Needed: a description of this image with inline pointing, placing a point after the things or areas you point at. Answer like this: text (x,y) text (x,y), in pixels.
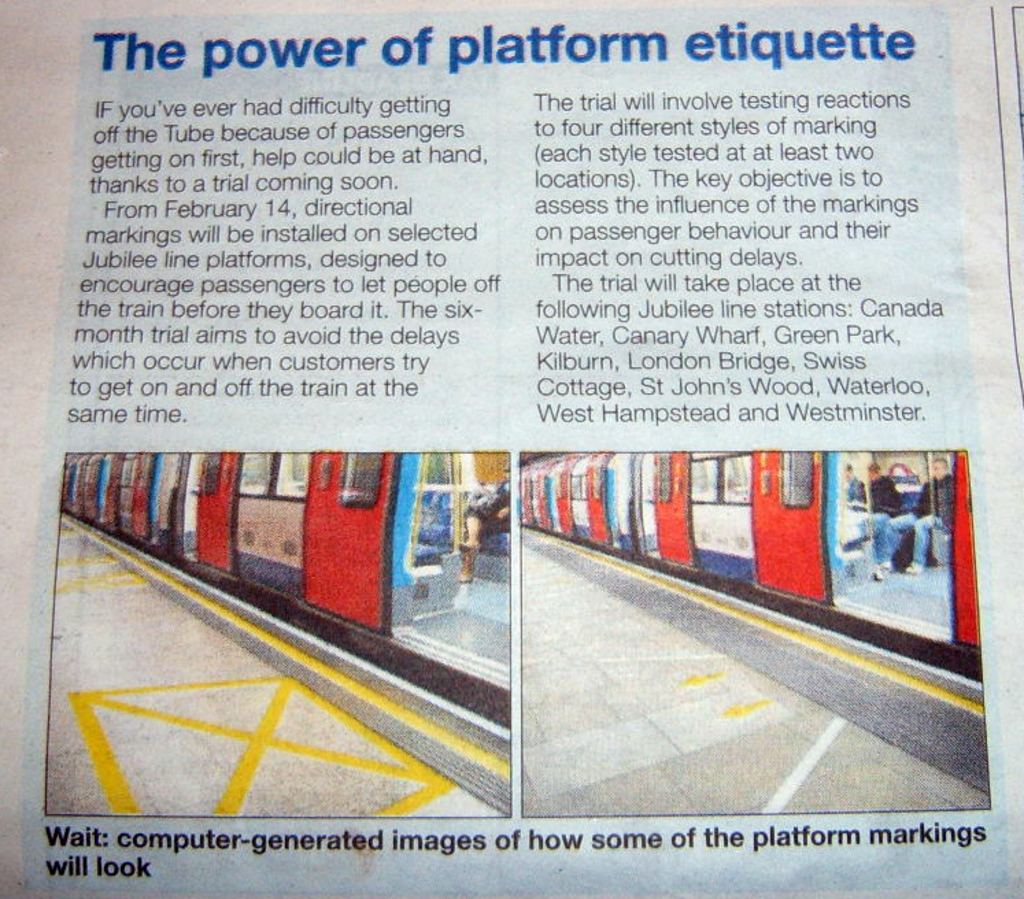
In this image, we can see a magazine (590,323). In this image, we can see some text (434,350) and two photos (812,706). In the photos (501,710), we can see trains (669,560) with windows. Here we can see few people (485,527) and platforms (329,760).
